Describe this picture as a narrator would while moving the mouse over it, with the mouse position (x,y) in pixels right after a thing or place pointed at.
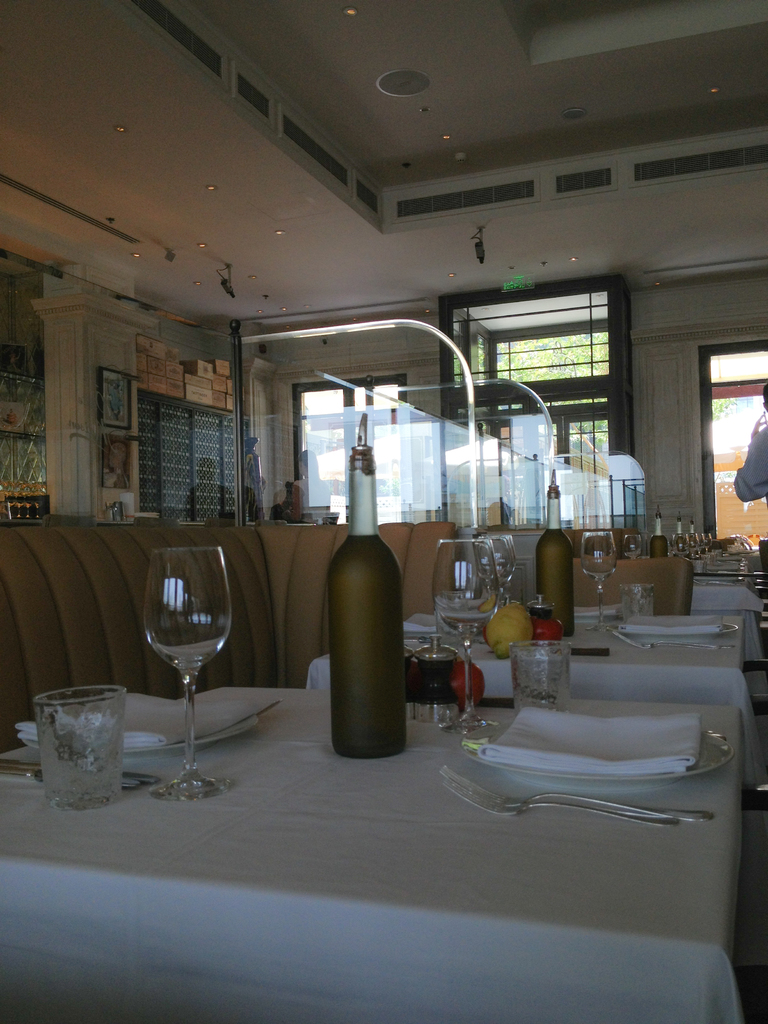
In this picture we can see some tables (728,721). On the table (360,910) there are glasses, bottle (343,702), plate (720,756), and forks (578,798). This is the wall (43,315). On the wall (169,327) there are frames (117,471). This is sofa (83,622) and these are the lights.
